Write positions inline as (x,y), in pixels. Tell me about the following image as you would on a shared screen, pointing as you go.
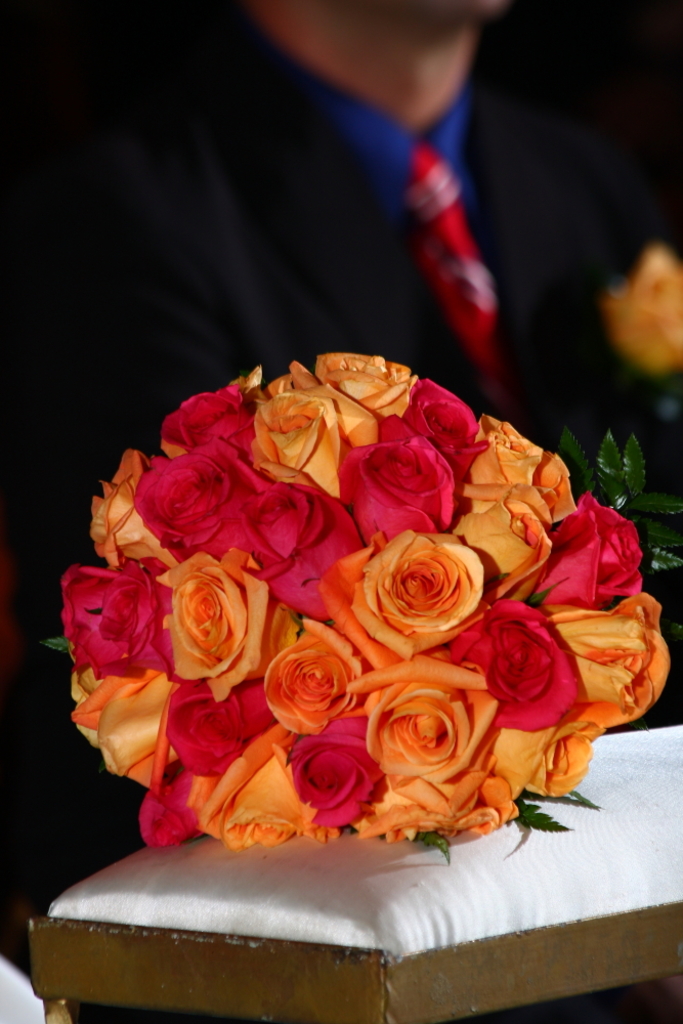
In the center of the image (423,671) we can see a bouquet (406,711) placed on the table (433,895). In the background (481,393) there is a man (440,220).
